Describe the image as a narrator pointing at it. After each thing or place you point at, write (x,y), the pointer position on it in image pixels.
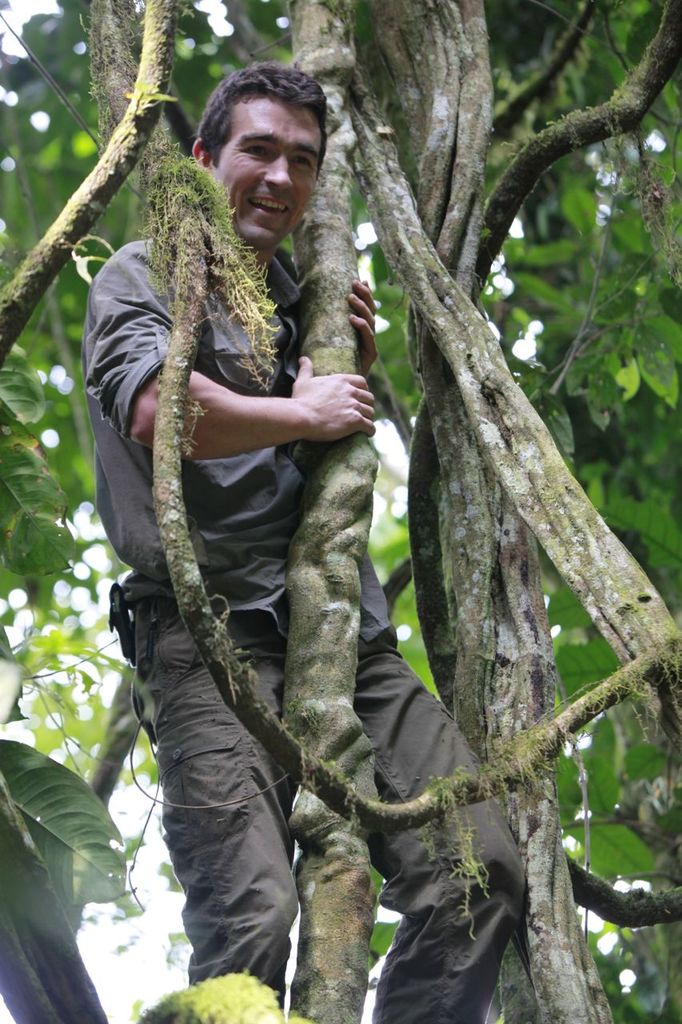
There is a person (196,438) standing and holding a branch (321,493) of tree (387,232).
